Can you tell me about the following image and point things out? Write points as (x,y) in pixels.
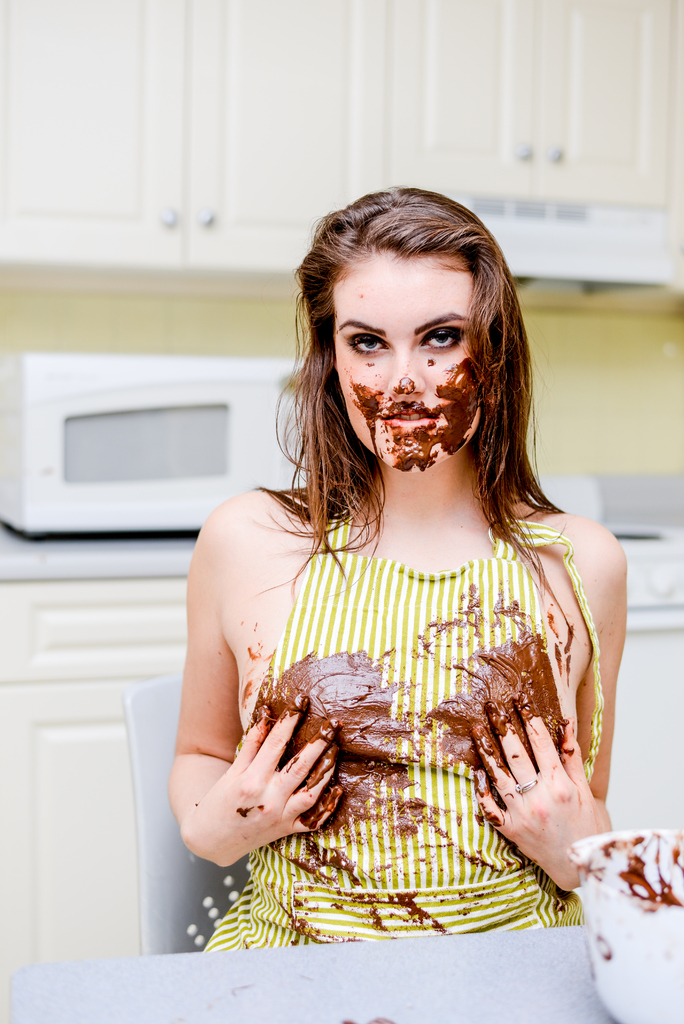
In this image we can see a lady (420,699) who has some chocolate (536,693) on her body (386,672) and face (381,448) and behind there is a oven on the desk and also we can see some cupboards (60,691).
